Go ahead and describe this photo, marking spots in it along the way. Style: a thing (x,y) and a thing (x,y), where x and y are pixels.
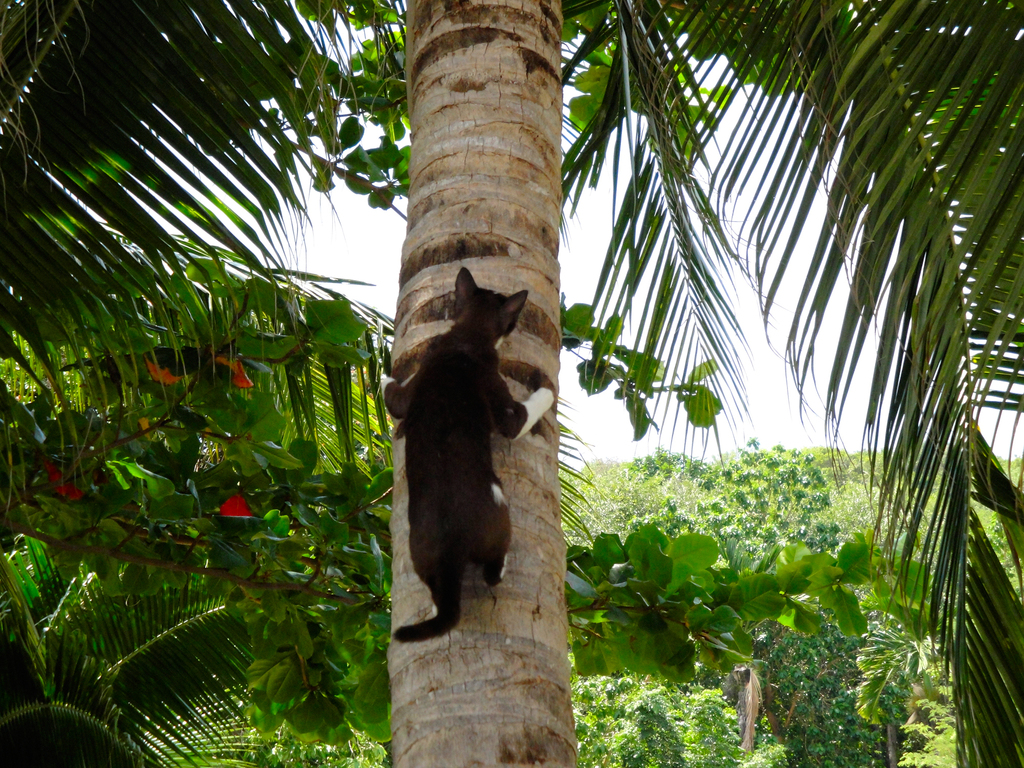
In this image I can see a cat (452,455) on a tree (481,200). In the background (356,530) I can see trees (768,685) and the sky (609,357).
